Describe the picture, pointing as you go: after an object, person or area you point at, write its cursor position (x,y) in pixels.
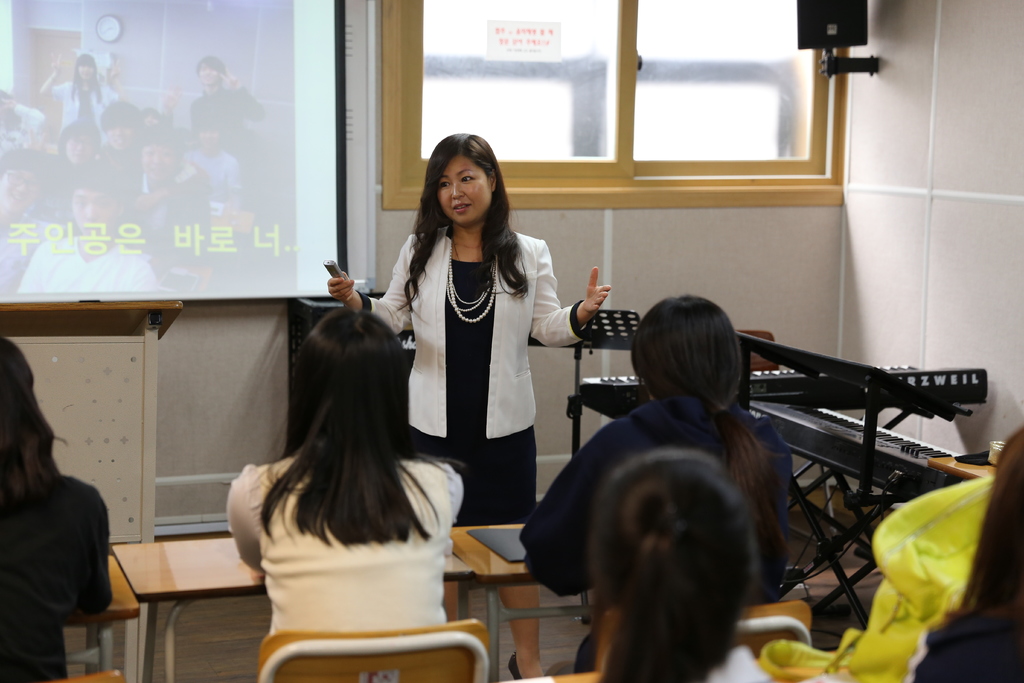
In this picture in projector (281,172) with group of people (104,258), with script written in some language, here is a wall (168,35) and watch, and beside here is a glass window (707,46) here is a wall (1002,317), and piano (892,462) and a group of people (394,479) sitting on a chair (426,668), with table (495,618) and here is a woman (454,355) standing and speaking on the floor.
